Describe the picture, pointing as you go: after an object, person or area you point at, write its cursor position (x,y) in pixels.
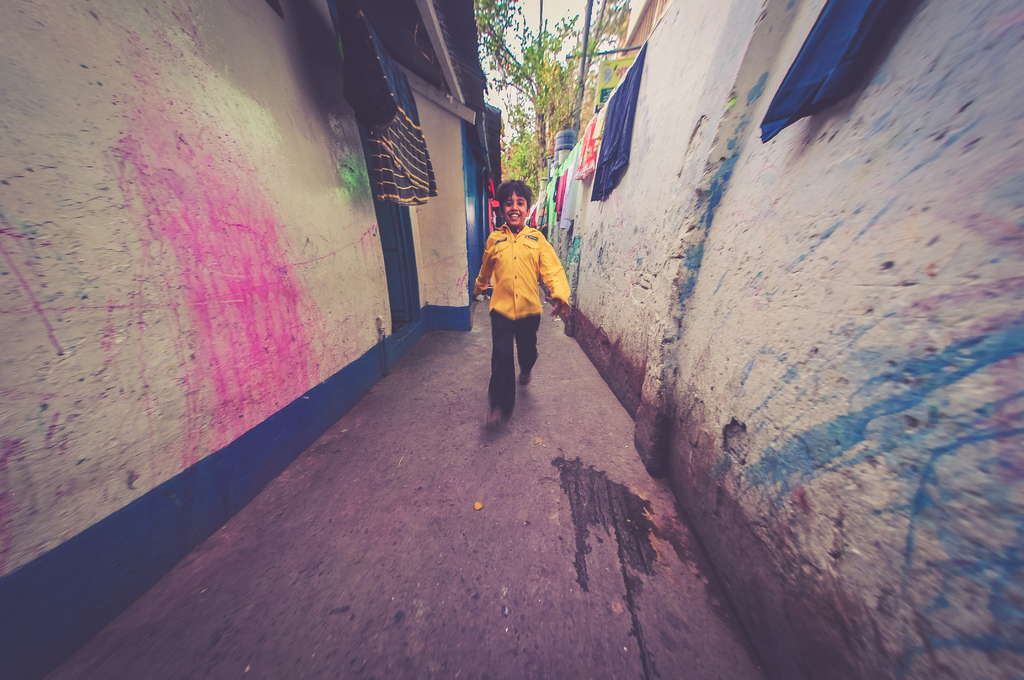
In this picture there is a lane (465,609) in the center (407,356) in between the buildings (395,320). Towards the right (795,92) there are clothes (619,139) hanged to a rope (606,99). In the center (555,315) there is a child (494,270) wearing a yellow shirt (510,271) and black trousers (515,321). On the top (498,44) there are trees (534,41).
